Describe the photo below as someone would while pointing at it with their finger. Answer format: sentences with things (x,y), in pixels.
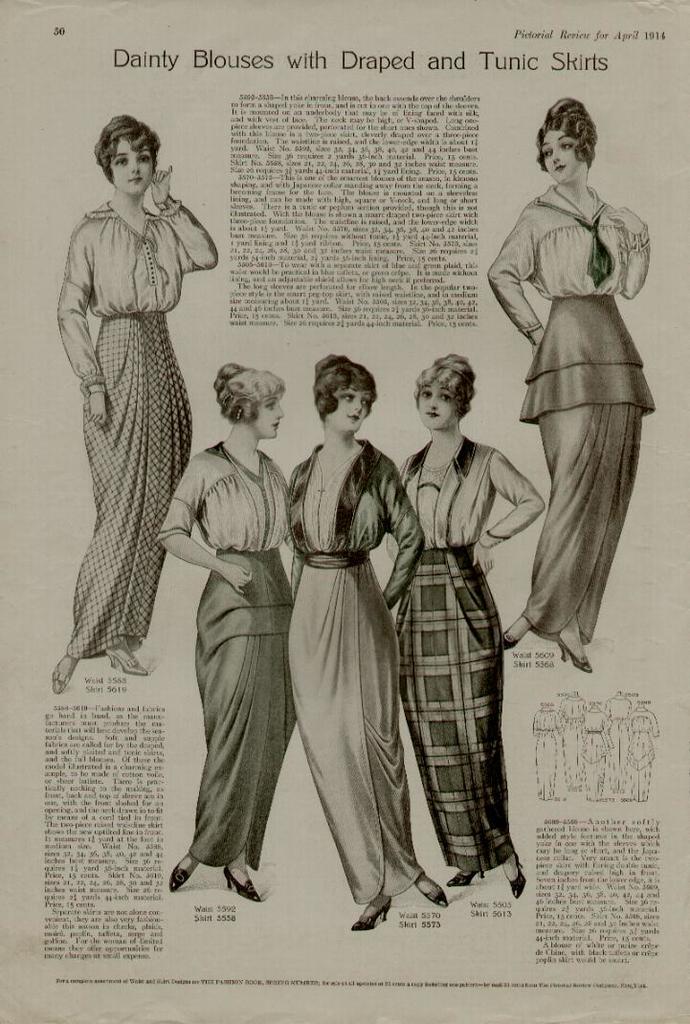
In this image I can see few persons (411,545) standing and I can see something written on the image and the image is in black and white.
